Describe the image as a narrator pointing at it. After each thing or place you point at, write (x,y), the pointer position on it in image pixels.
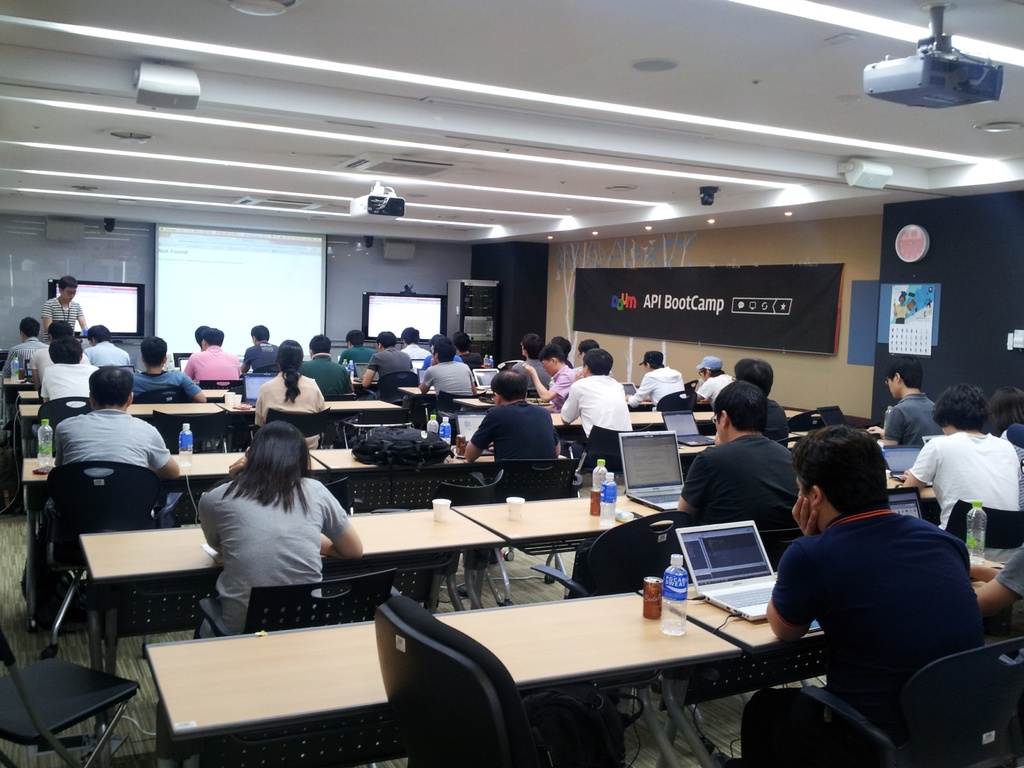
It's a room (414,452) number of people (68,387) are there, sitting on the chairs (391,613) and watching their laptops (660,485) and on the wall (567,303) there is cloth (710,287) written API boot camp and one person (80,315) is standing in front of them. In Front of them there is a big screen (309,287) under the roof (801,122) there are the projectors (927,93). On the tables (657,653) we can see the bottles (677,615) and cups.
